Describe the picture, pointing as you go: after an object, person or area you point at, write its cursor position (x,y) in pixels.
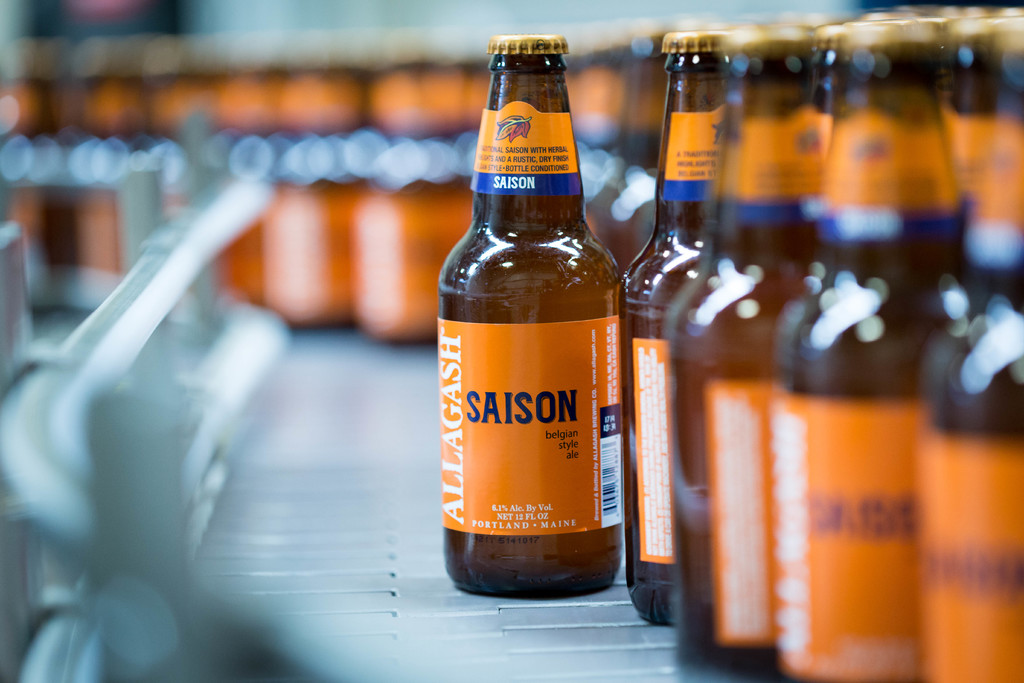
On the right side of this image (856,443) I can see some orange color bottles (627,339) are arranged in a metal stand (334,463).
